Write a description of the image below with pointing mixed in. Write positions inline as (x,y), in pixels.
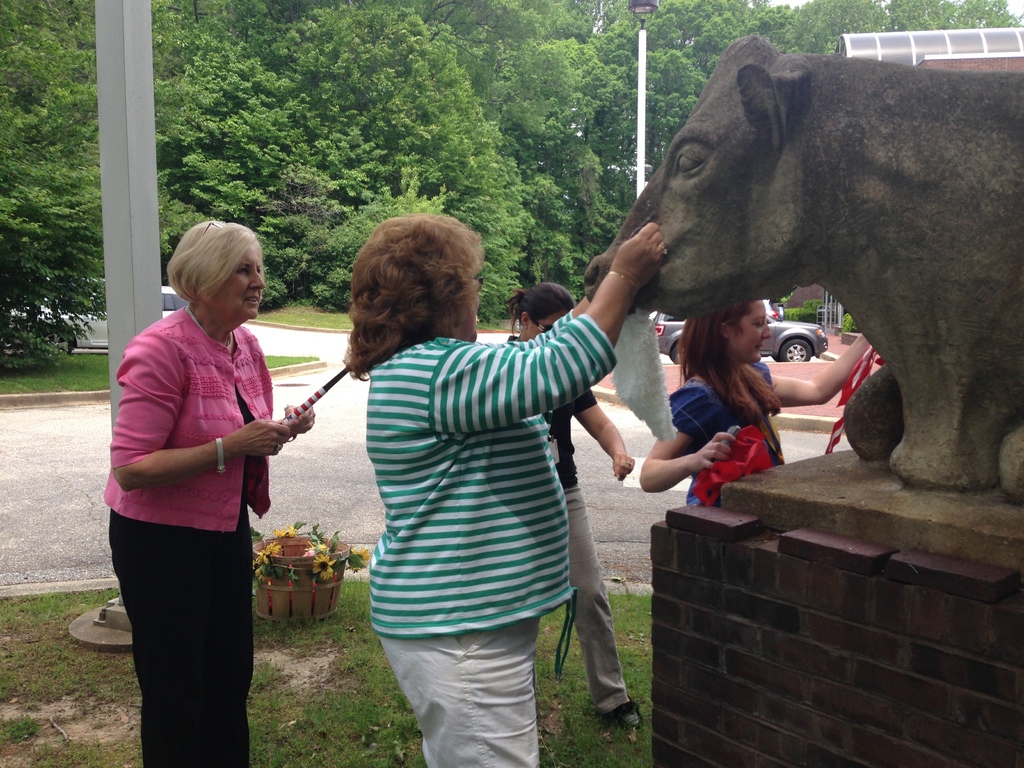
In this image I can see a person (475,441) wearing green and white t shirt (456,438) and white pant (465,650) is standing and holding a sculpture (711,296) of an animal (763,178) which is made of rock (788,168) and I can see another woman (213,382) wearing pink and black dress (188,397) is standing and holding a stick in her hand (314,415). In the background (291,387) I can see the road (319,455), few persons (710,364) standing on the ground (670,371), a car (801,321) on the road (329,416), few poles (129,0) and few trees (373,105).
